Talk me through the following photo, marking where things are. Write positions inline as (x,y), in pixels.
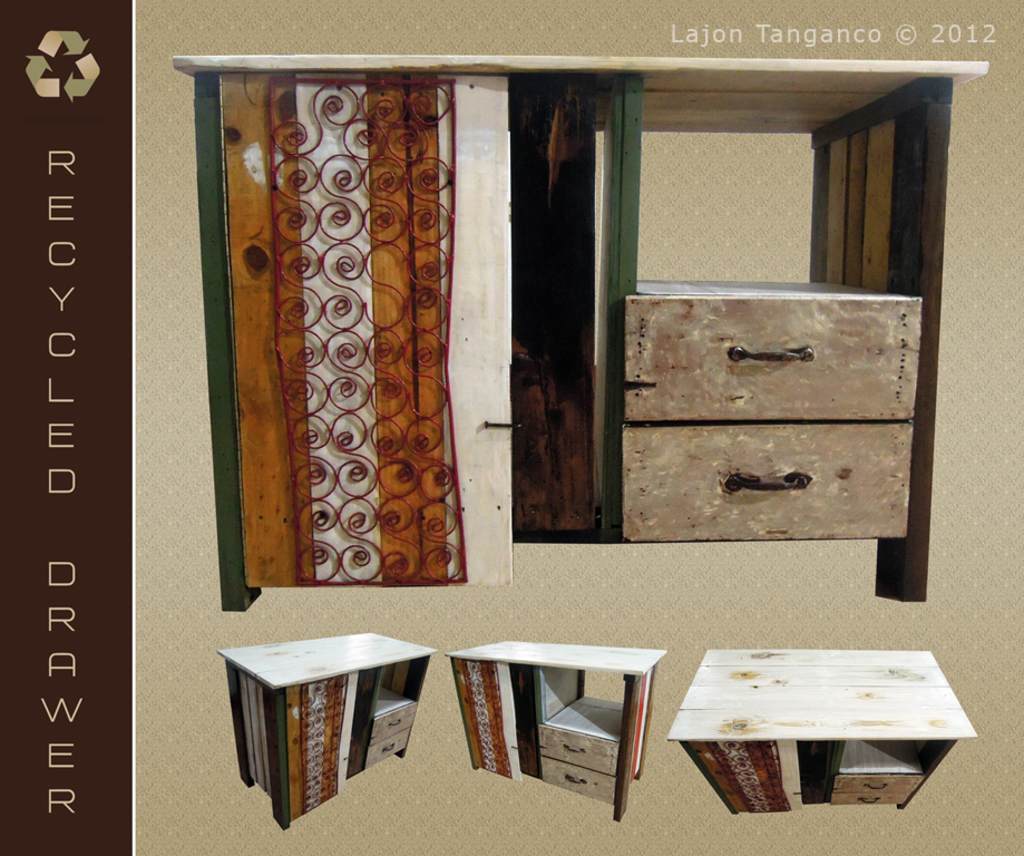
there is a table (332,393) which is white color. it has 2 drawers (818,512) at the right (806,347). in the left (71,317) recycled drawer is written. below the table (794,347) there are three images (736,699) of the table (616,728) with different angles.
